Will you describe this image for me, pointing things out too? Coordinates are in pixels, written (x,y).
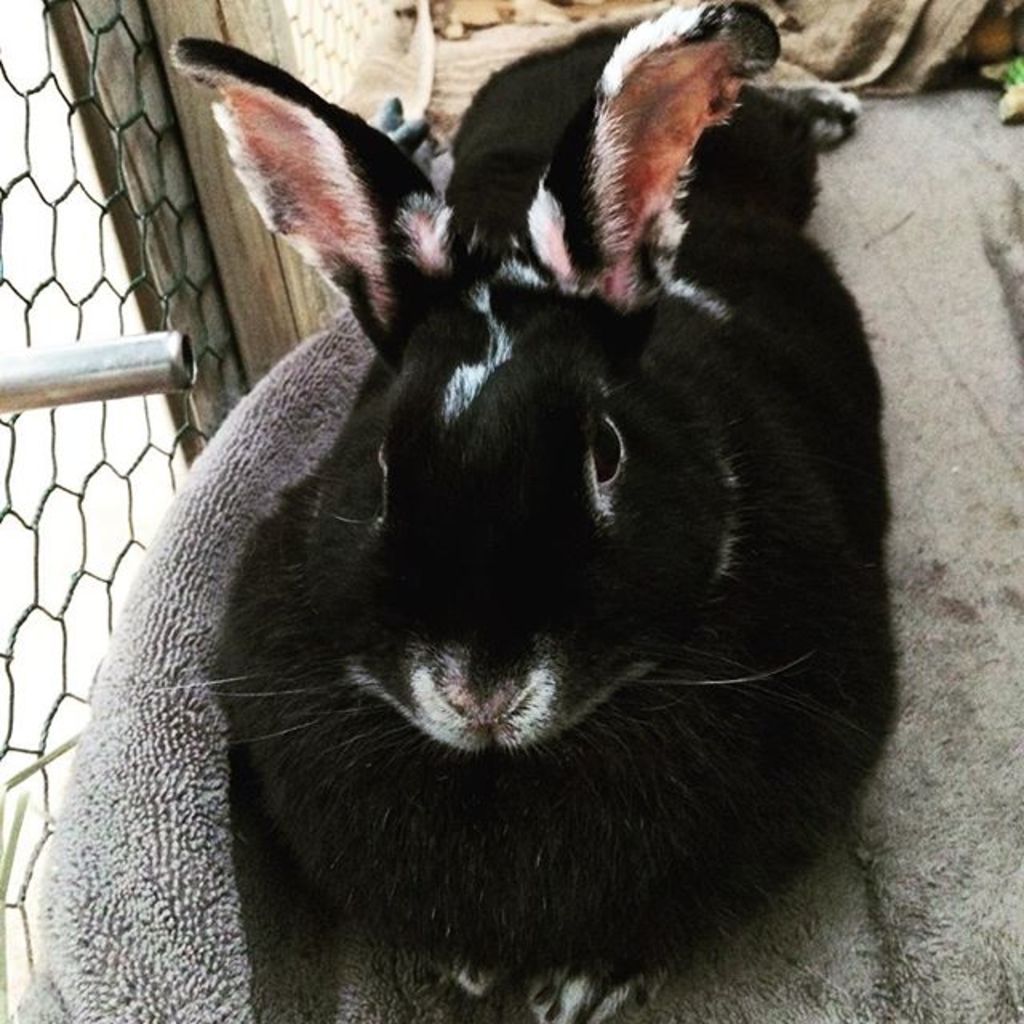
Here we can see a rabbit (572,888) on the ground (980,461) beside a cloth (213,909). On the left (231,25) there is a fence (217,287) and pole (2,400).
